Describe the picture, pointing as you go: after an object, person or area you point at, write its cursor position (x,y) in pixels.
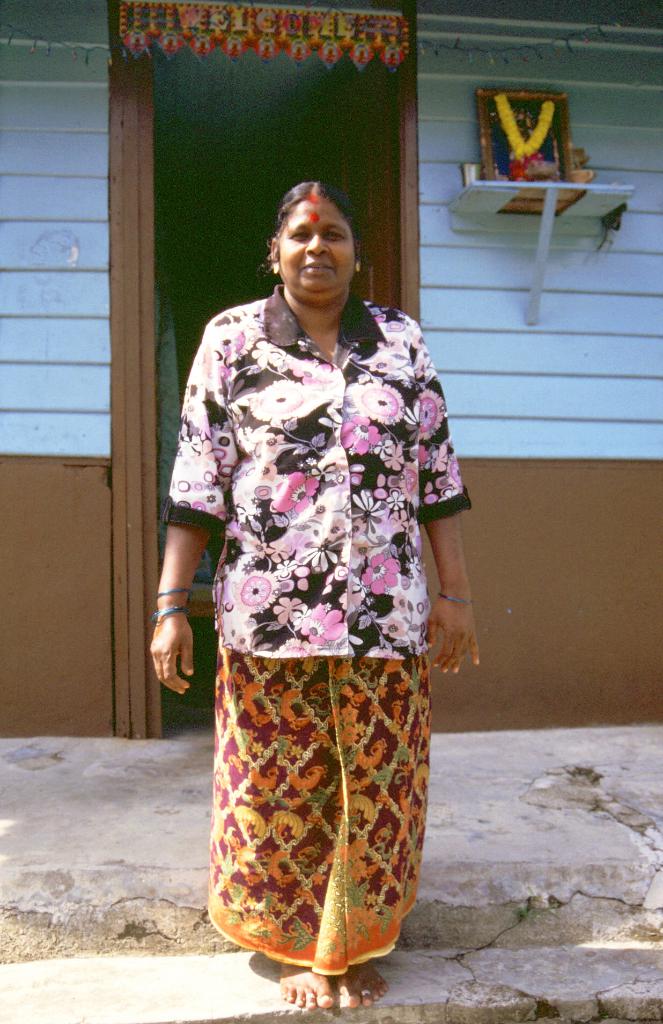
In this image we can see a lady (365,614) wearing bangles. In the back (522,405) there is a building (219,232) with a door (236,132). On the wall (556,229) there is a stand (545,202). On that there is a photo frame (504,155) with garland (527,147). On the door (198,66) there is a decorative item (296,31).
